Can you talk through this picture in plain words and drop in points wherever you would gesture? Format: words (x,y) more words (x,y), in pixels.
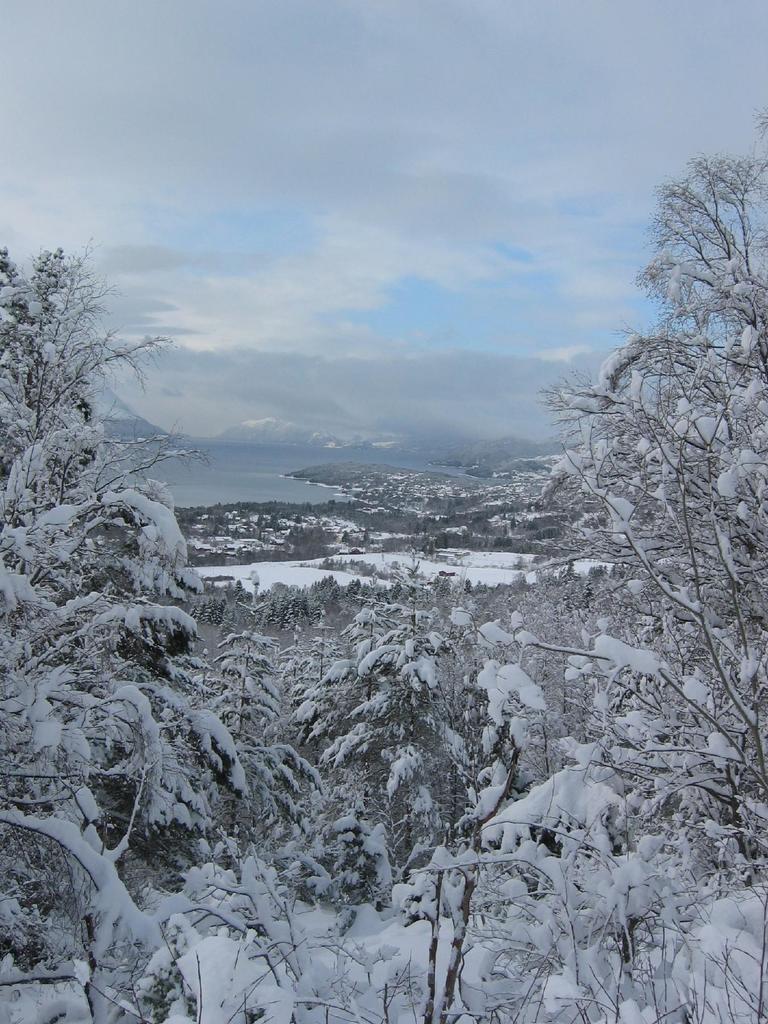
In this picture there are trees (607,864) on the right (703,358) and left side of the image (8,714), on which there is snow (588,487) and there is sky (175,281) at the top side of the image (176,250).
